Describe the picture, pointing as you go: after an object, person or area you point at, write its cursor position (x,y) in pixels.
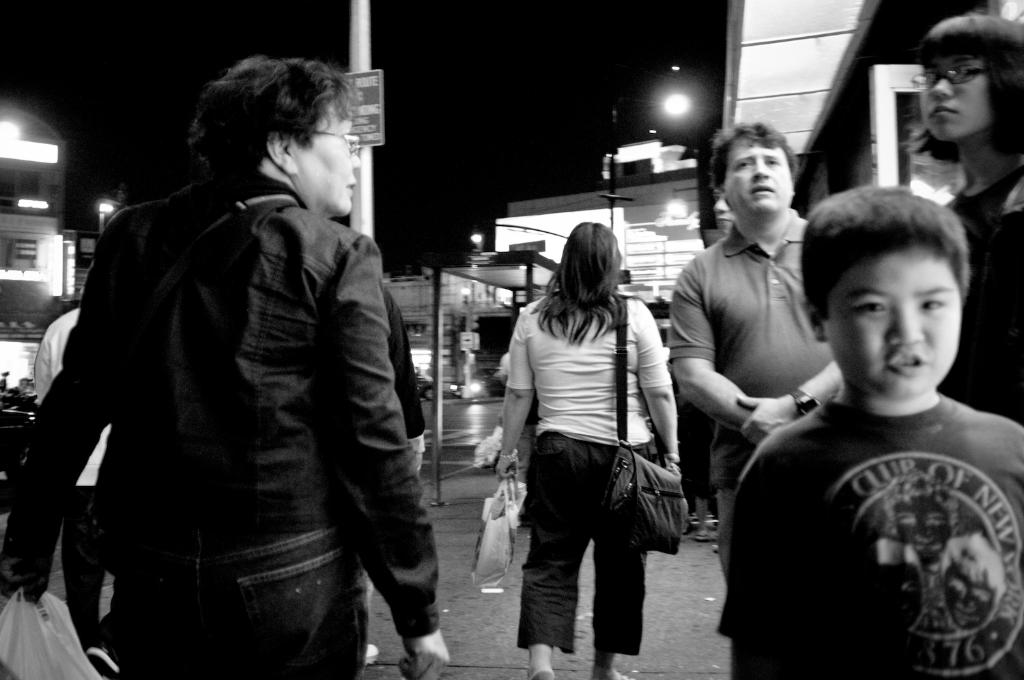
In this image we can see persons (569,470) standing on the street (471,436). In the background (97,202) we can see buildings (56,202), street poles (350,32), street lights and sky (75,200).
